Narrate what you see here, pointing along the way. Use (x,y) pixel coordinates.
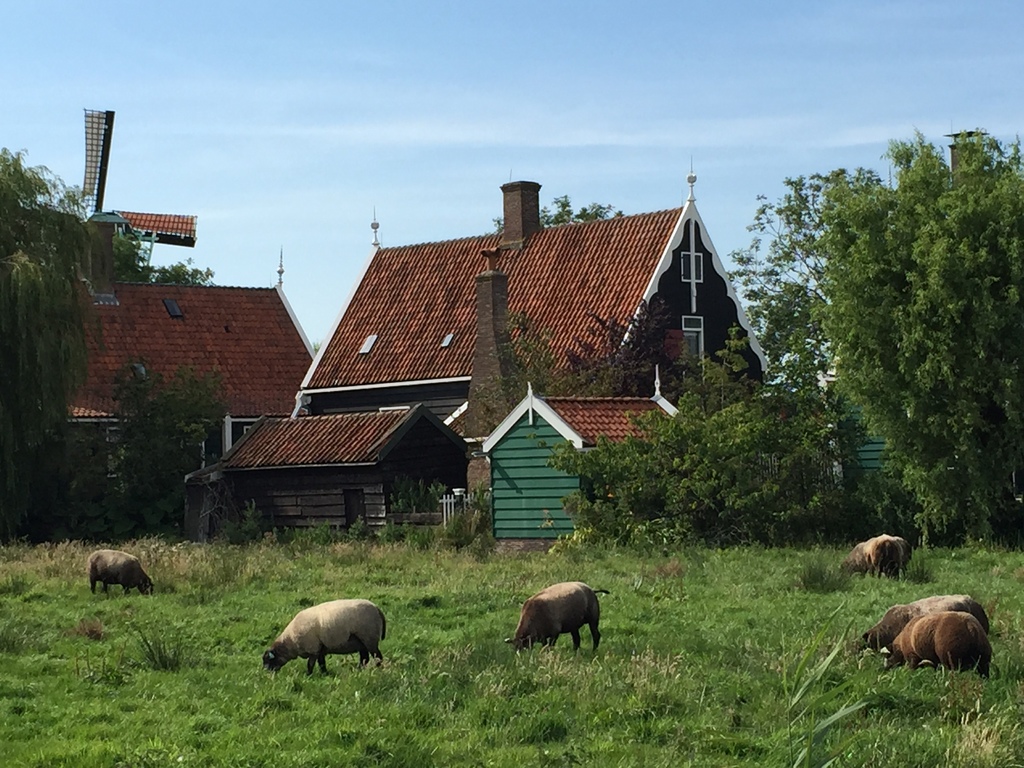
In this image I can see few animals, they are in brown and cream color. The animals (584,619) are eating grass (263,732), background (936,467) I can see few trees (959,451) and grass (176,753) in green color, few houses (418,316) in brown color and the sky (506,114) is in blue color.
